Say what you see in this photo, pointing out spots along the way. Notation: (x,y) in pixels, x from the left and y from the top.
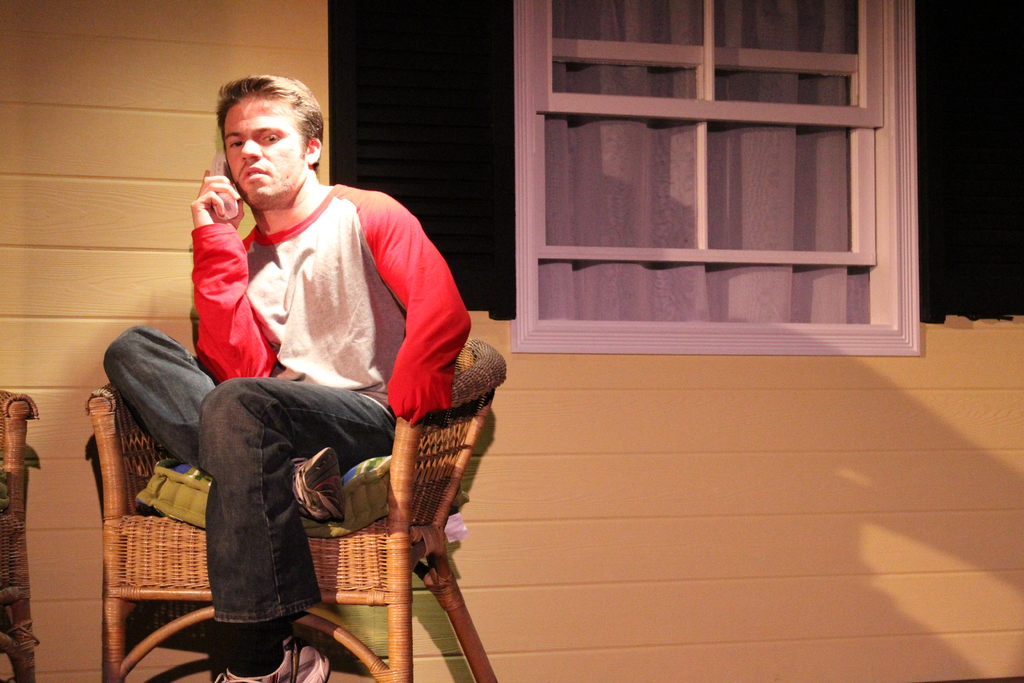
On the left side of the picture (106,533) there are chairs (121,523) and a person (258,159) holding telephone (230,208). At the top (651,111) there is a window (649,147) and curtain (751,241). In the background (560,430) it is wall (828,564).
